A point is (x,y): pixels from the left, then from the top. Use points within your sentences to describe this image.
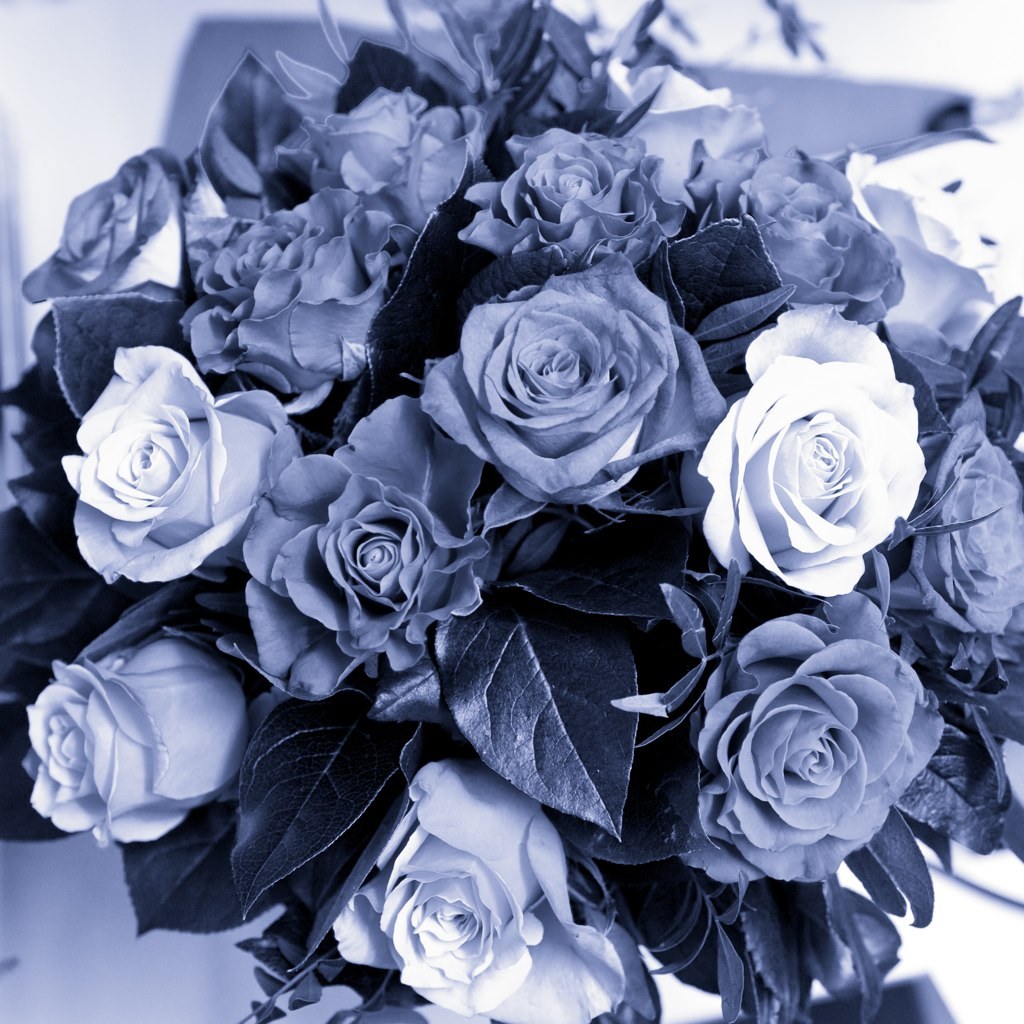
In this picture we can see some rose flowers (584,205) and leaves (567,679).
